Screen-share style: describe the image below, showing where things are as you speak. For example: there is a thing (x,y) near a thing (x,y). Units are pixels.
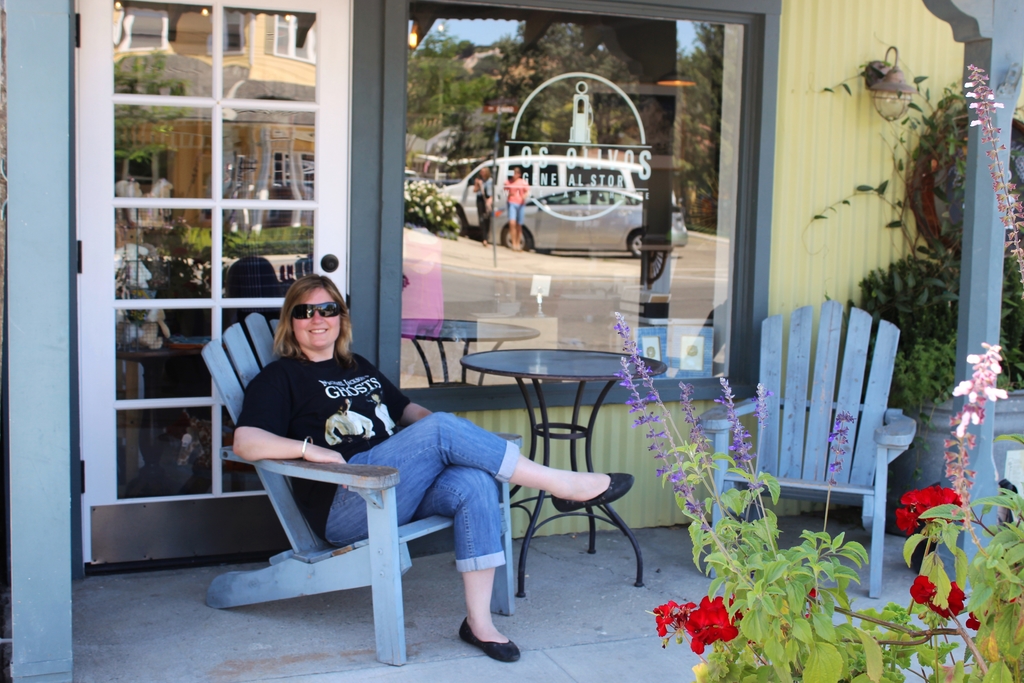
In this Image I see a woman (382,396) who is sitting and I can also see that she is smiling. I see that there are 2 chairs (373,533) and a table (589,514) over here and i see few plants (938,101). In the background (583,338) I see the glass (682,376) in which I see 2 cars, trees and 2 persons (522,229) over here.
